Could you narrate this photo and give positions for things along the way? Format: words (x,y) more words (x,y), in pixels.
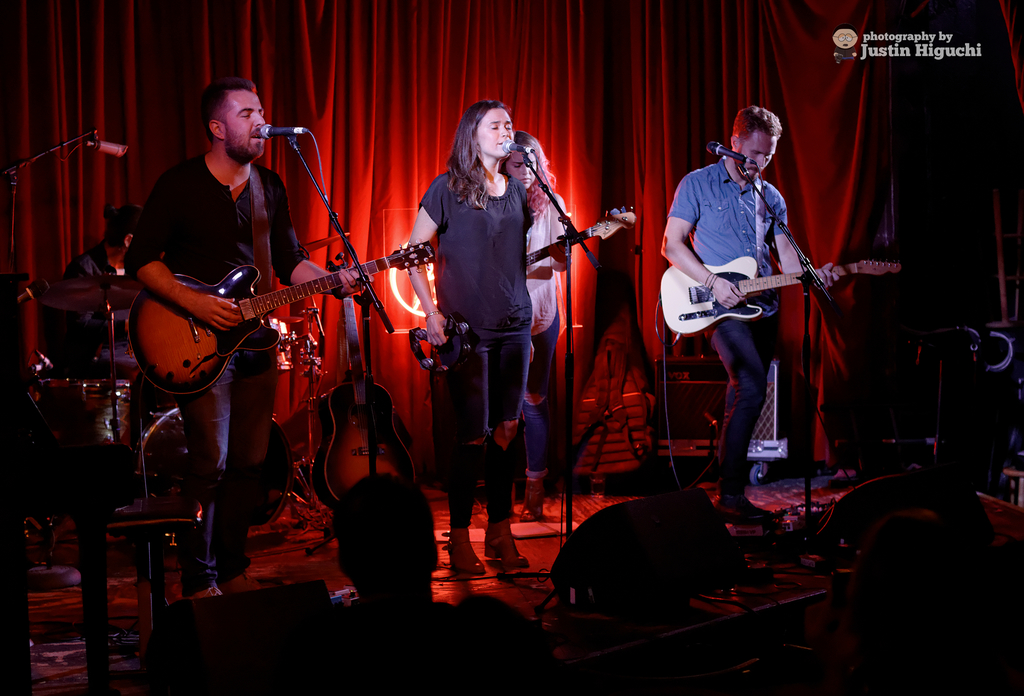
There is a woman (520,264) standing at the center (437,366) and she is holding a musical instrument (470,331) and she is singing. There is a man (792,250) who is standing on the right side (720,229) and he is holding a guitar (840,268). There is another person (255,405) who standing on left side (211,132) and he is also holding a guitar (139,293). In the background (119,266) there are one man (118,236) and a woman (539,158) playing guitar (548,248) and as well as drum (107,279).
